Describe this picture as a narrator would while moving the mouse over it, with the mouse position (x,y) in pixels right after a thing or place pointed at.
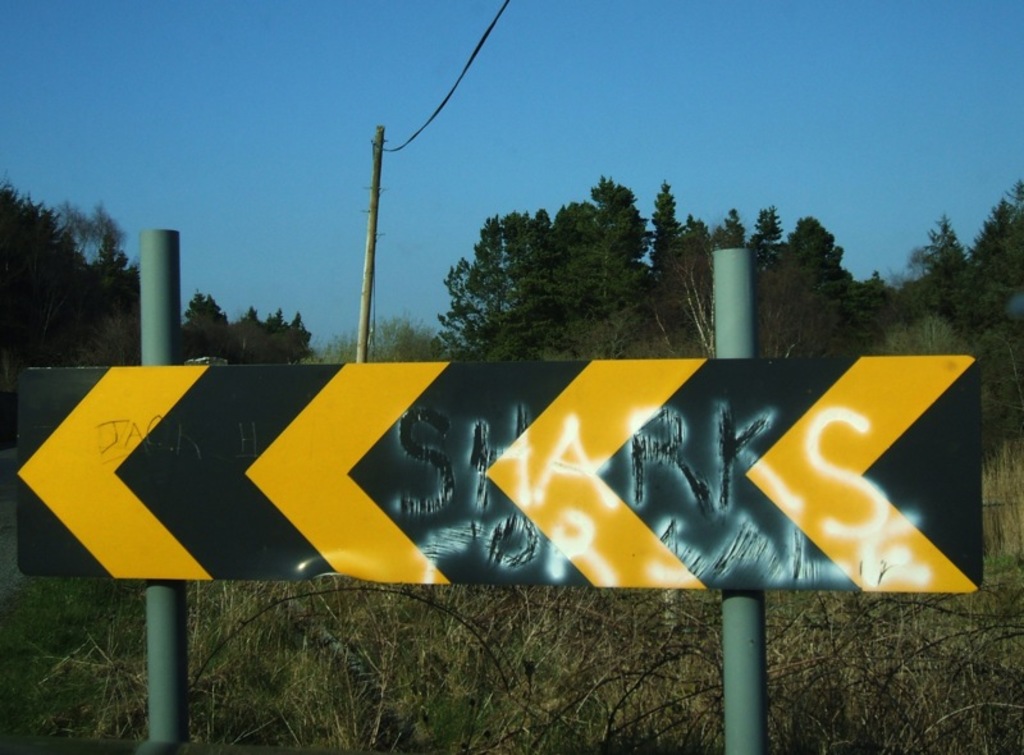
In this picture I can see the text (588,540) on the board (522,467), in the background (427,324) there are trees (532,333). At the top (570,57) there is the sky (581,99).
